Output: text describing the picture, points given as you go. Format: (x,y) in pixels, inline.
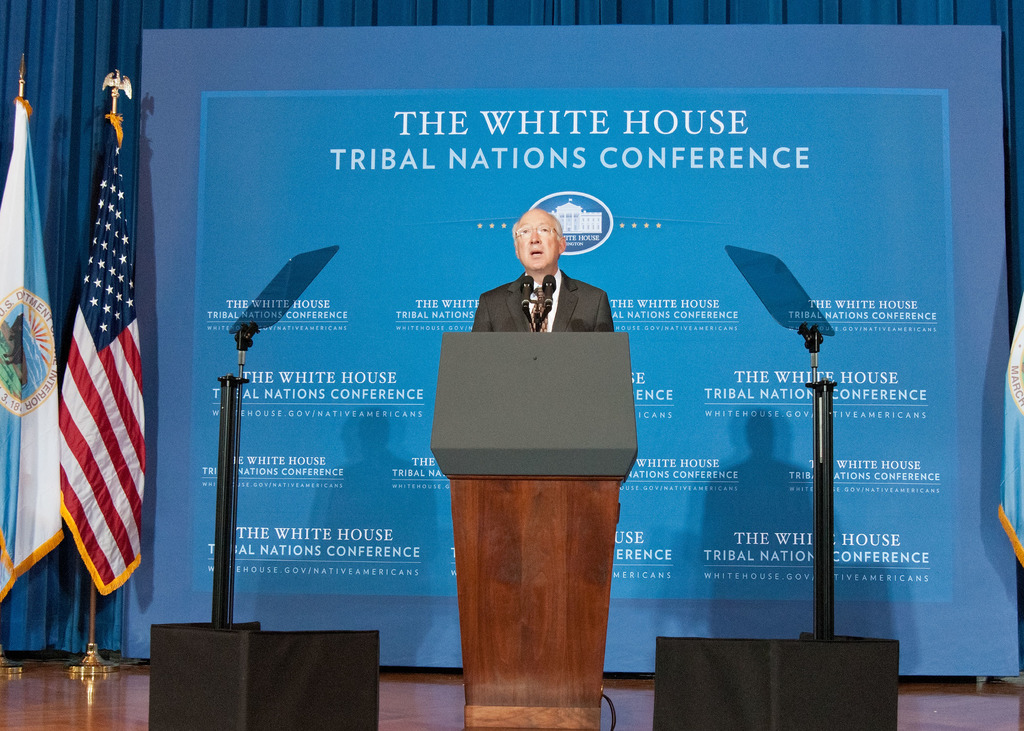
In the picture I can see one person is standing and talking in front of the microphone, side we can see flag (126,230), behind we can see big banner (710,306).
